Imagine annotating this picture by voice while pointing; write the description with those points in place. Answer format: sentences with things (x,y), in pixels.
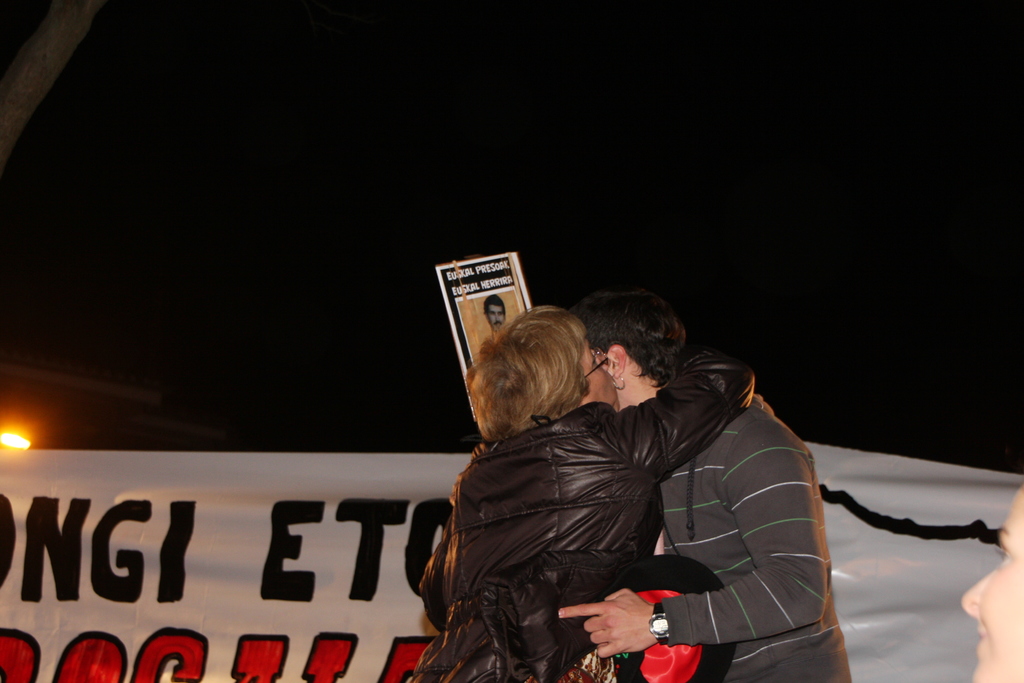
In this picture we can see three people (714,494), banner (396,538), poster (454,278), light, some objects (723,654) and in the background (294,226) it is dark.
